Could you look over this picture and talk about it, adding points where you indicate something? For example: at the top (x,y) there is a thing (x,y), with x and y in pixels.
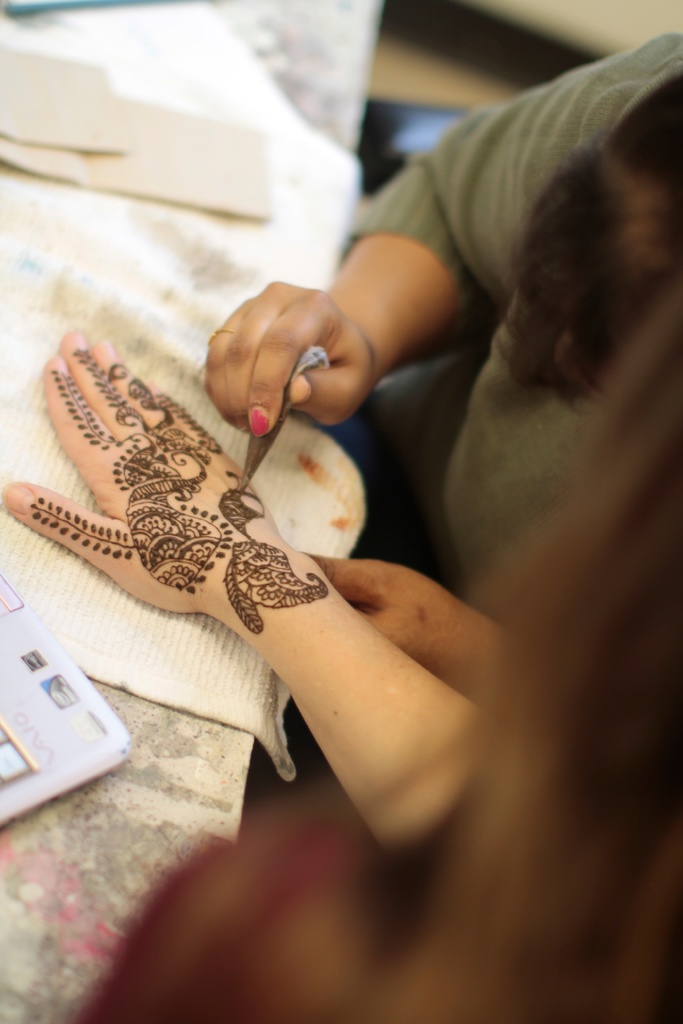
In this image these hands (316,620) of two persons (353,655) on the table (148,813). Below their hands (192,530) there is a cloth (108,614). A person (300,374) is holding a henna cone (300,378) and applying it on the other person's hand (206,553). There are papers (81,169) on the table (84,837).
